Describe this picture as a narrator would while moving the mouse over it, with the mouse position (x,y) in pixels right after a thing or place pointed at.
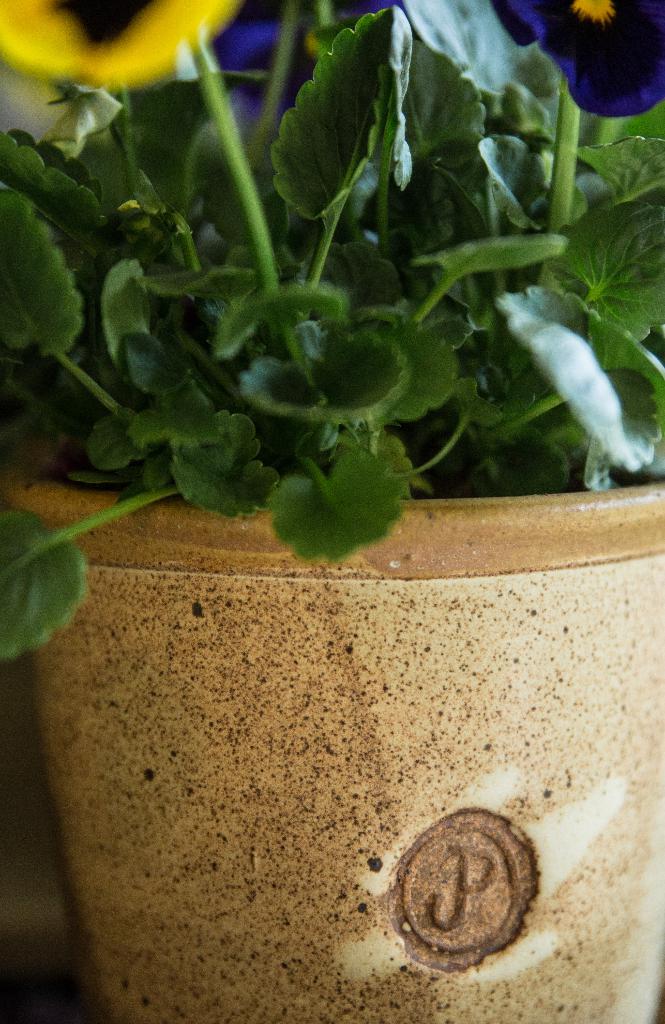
In this picture there are yellow and dark blue flowers (645,79) on the plant (481,253) and there is a plant (459,210) in the pot (454,887).
